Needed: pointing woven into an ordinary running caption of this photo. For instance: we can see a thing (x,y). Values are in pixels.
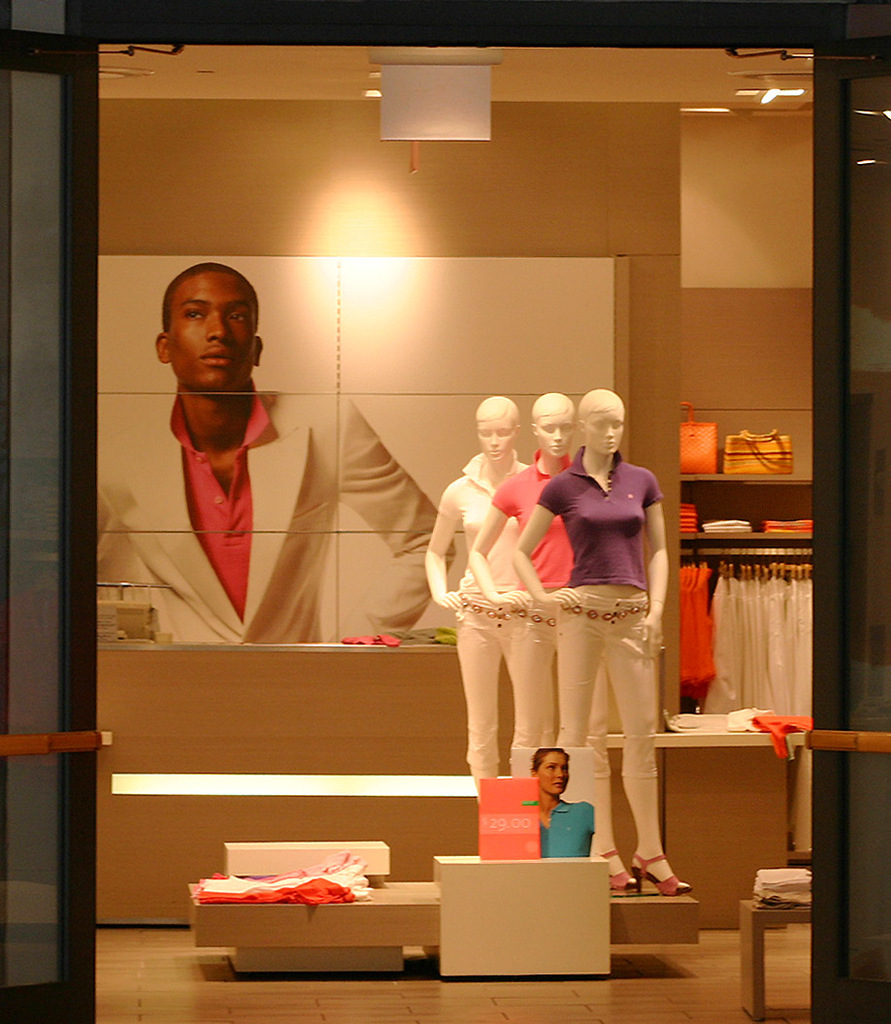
In this image I can see three mannequins (620,640) of a shop (810,420). I can see some clothes (705,591) hanging on the right hand side of the image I can see some leather bags (731,467) on the shelf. I can see a board (413,293) with the photograph (275,403) of a person (310,584). I can see some clothes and other objects (126,601) on the table (418,665) and a board (563,821) with a photograph (553,830) of a woman (554,832).
